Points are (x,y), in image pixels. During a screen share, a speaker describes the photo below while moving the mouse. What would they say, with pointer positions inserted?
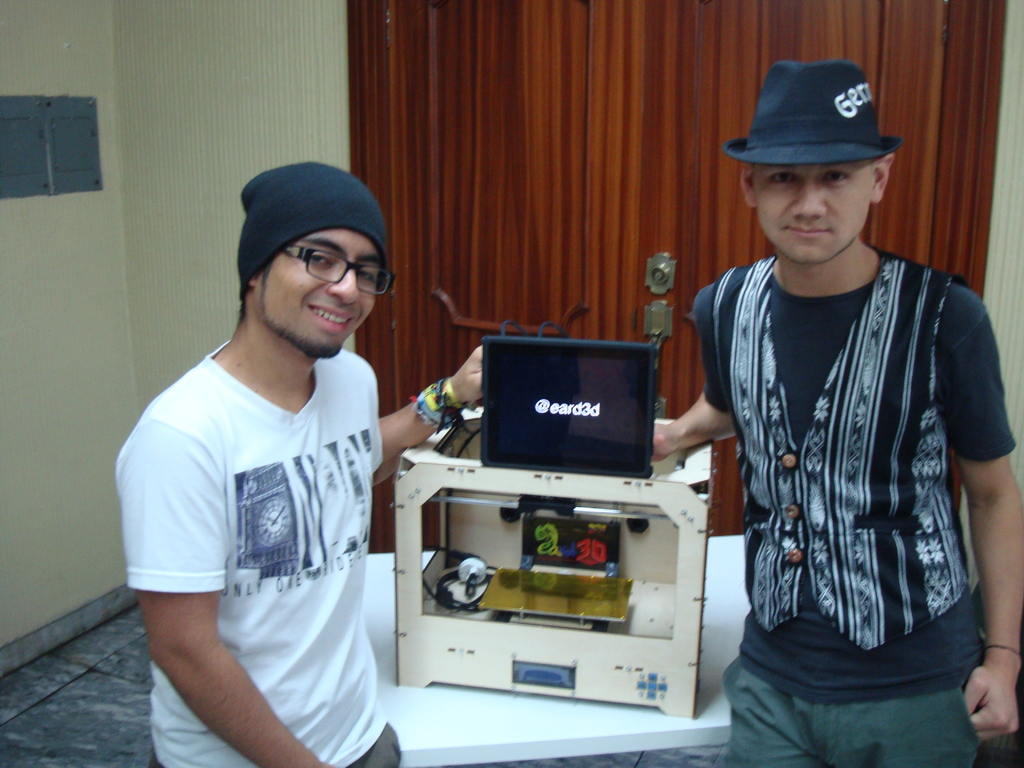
In this image I can see a person (296,593) wearing white t shirt (280,558) and black cap (291,176) and another person (824,363) wearing black and white dress (850,396) are standing. I can see a white colored table (535,728) and on it I can see an object (546,552) which is gold, white, cream and black in color. In the background (250,156) I can see the wall (198,86) and the brown colored door (622,91).
